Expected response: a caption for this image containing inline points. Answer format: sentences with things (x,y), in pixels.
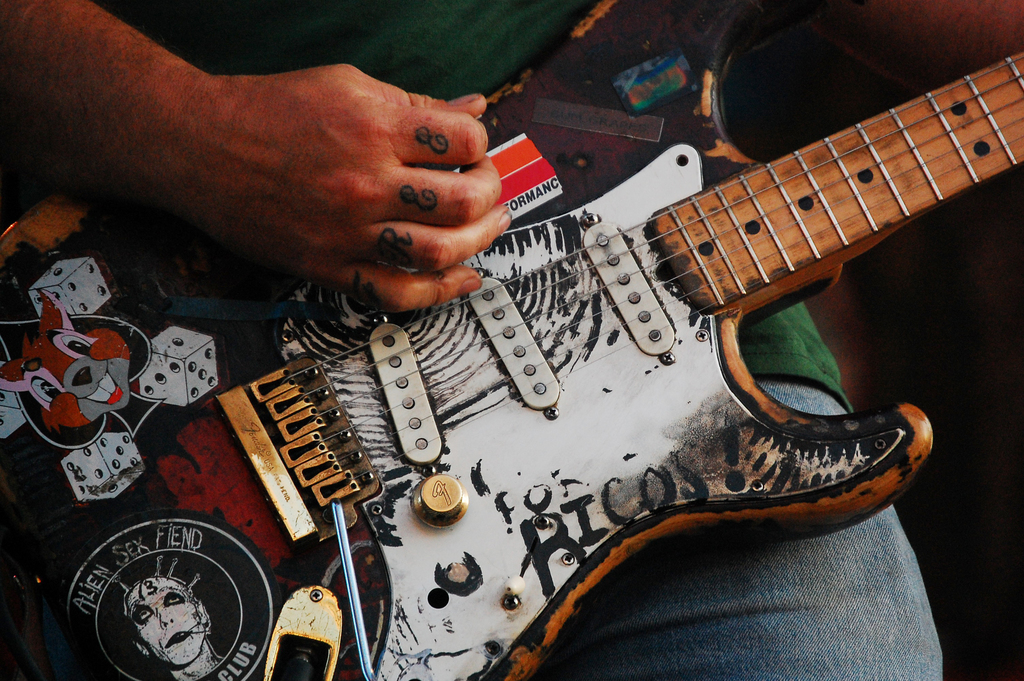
In this picture we can see a person (532,25) holding guitar (533,256) and playing it and this person (387,32) wore green color shirt (406,54).
